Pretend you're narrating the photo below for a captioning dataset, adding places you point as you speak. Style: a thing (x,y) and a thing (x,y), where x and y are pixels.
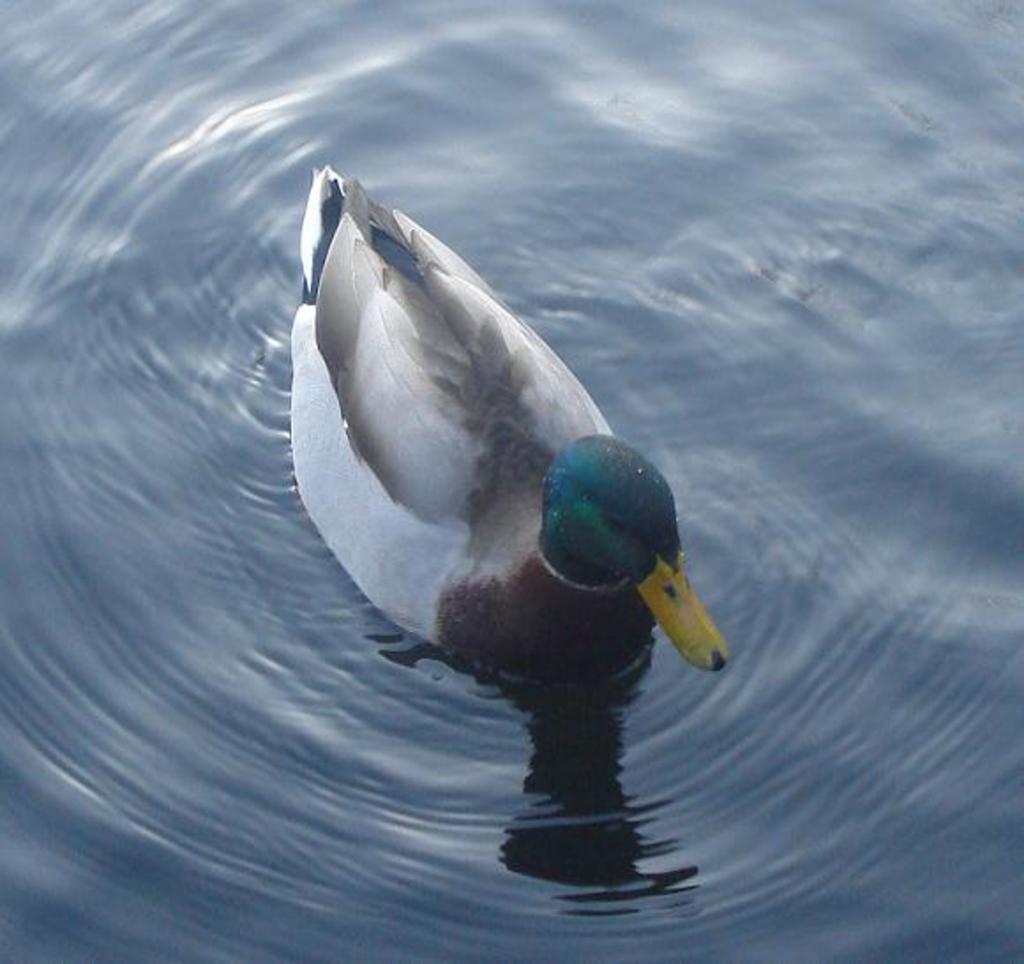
This picture shows a duck (552,427) in the water (472,869). it is white, black and blue in color.
